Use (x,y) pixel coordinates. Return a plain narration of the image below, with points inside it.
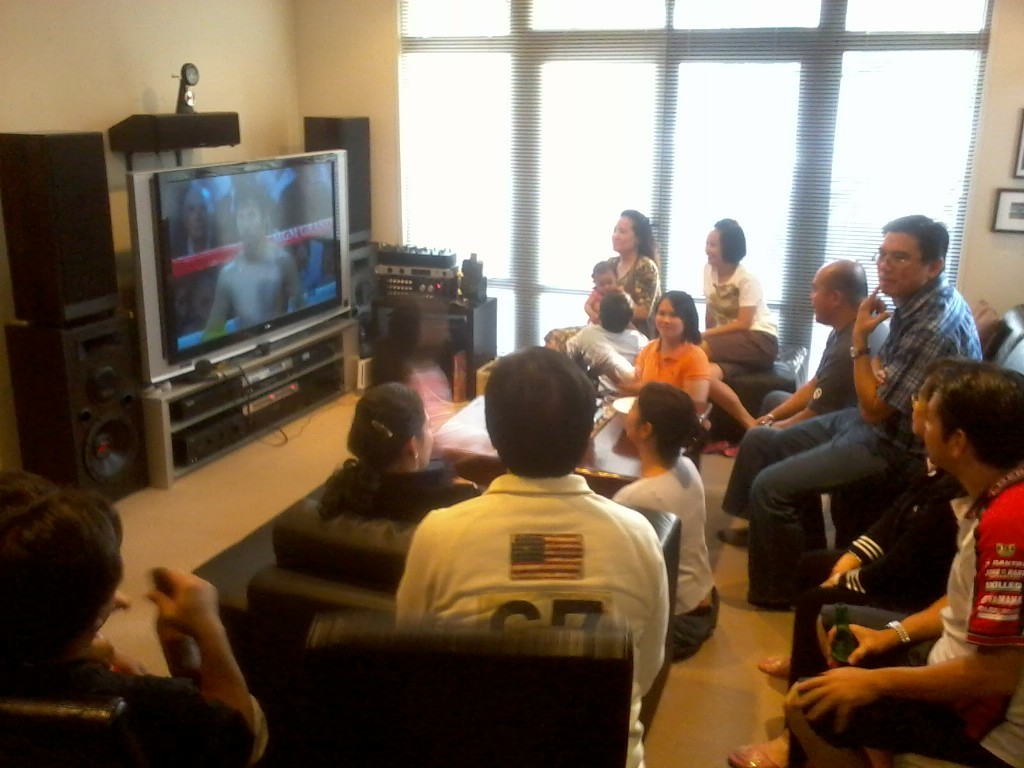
In the picture we can see inside the house (949,69) with some people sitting on the floor (724,475) and some are sitting on the chair (424,734) and watching TV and besides the TV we can see some sound systems (84,273) and beside it we can see a wall (330,49) with a part of glass window (703,204) to it.
